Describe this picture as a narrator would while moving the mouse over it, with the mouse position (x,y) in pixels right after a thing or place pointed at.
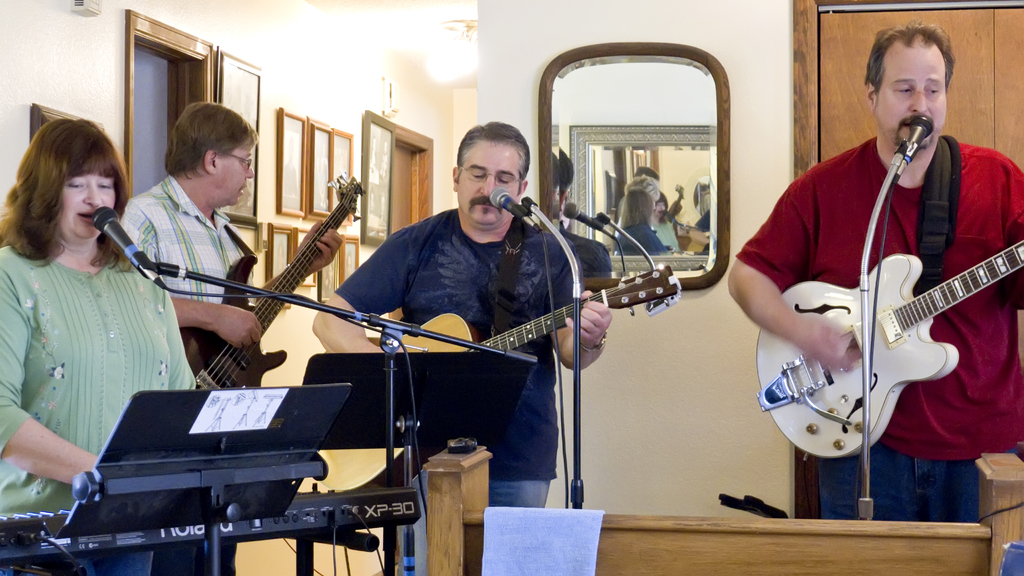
Here in this picture we can see lady (93,316) is playing a piano (35,518) and she is singing. In front of her mouth (89,216) there is mic (119,238). There are three men (205,247), they are playing guitar (304,254). In front of them there are mics (536,228). And at the back of them there is wall (742,134) with mirror (619,154). And to the left side (323,105) there is a wall (359,124) with many photo frames (325,144).
